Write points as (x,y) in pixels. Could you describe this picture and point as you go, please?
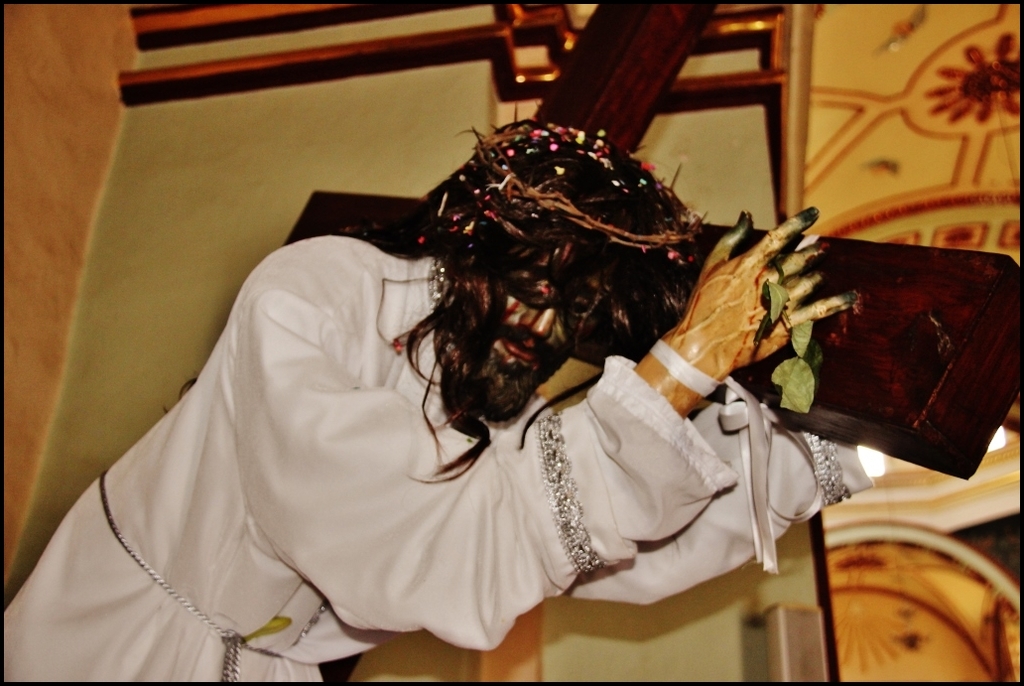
In this image we can see one Jesus statue (735,352) with the cross (881,311) near the wall (146,363), some leaves (810,327), some objects (820,622) on the surface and background (898,626) there is a designed wall (889,600).
